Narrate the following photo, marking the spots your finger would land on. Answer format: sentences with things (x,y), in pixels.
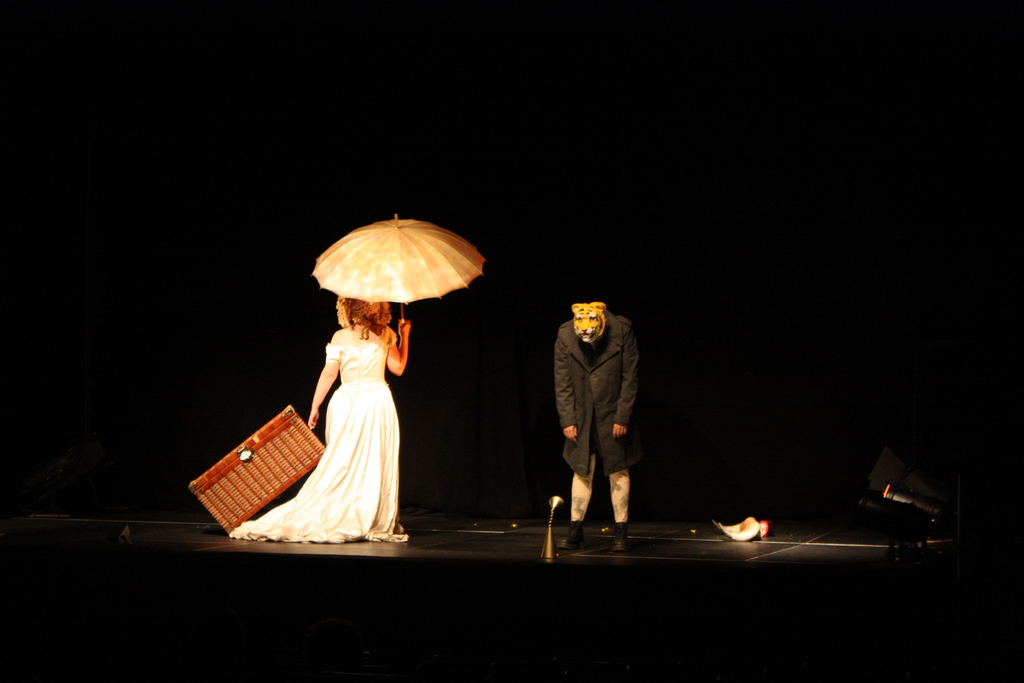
In the image I can see a lady (328,411) who is holding the umbrella (331,259) and standing on the dais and also I can the other person (571,394) who is wearing the mask (596,302) of a tiger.
